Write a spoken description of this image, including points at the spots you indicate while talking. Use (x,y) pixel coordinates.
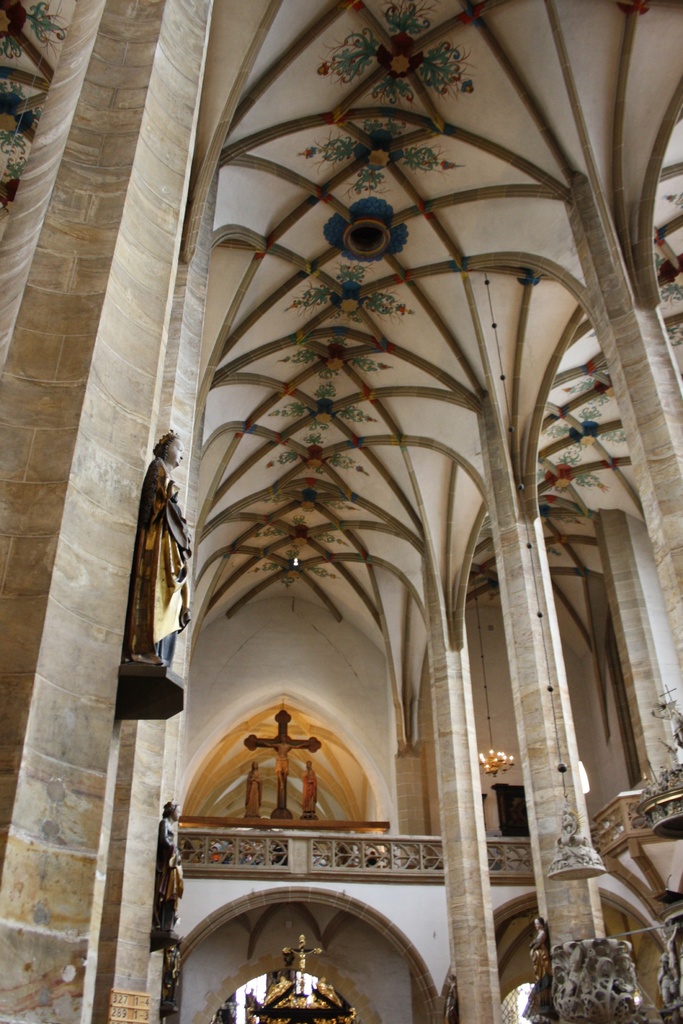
This is inside a building (226,389). There are pillars (566,898), stone railing (299,860), cross (290,742), sculptures (139,618). On the ceiling (306,278) there are paintings (392,48) with decorations (305,489). And there is a chandelier (499,754).
